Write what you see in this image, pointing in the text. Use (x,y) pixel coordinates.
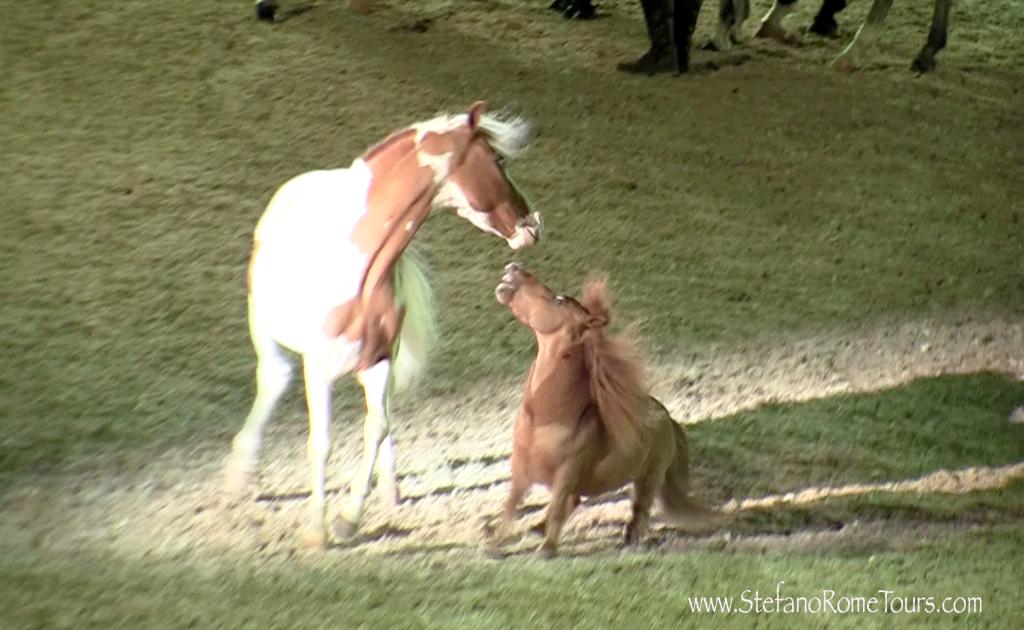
In this image we can see animals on the grass (56,432) and we can also see some text (749,596) written on the right side (830,607) at the bottom (795,601).
